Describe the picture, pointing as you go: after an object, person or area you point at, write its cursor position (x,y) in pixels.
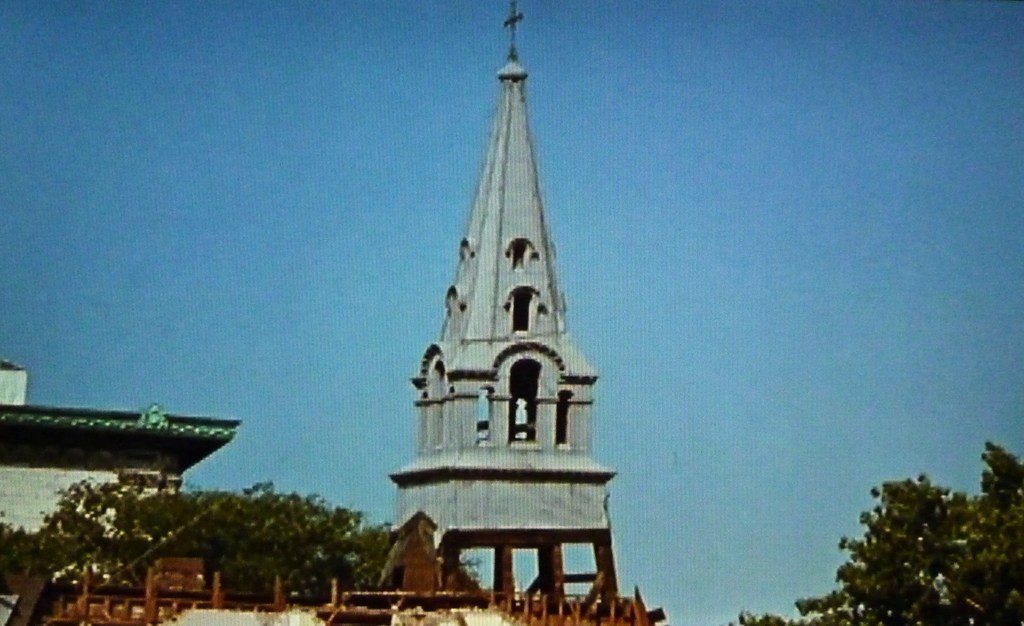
In this picture we see a church building (481,618) and few trees (950,617) around.
